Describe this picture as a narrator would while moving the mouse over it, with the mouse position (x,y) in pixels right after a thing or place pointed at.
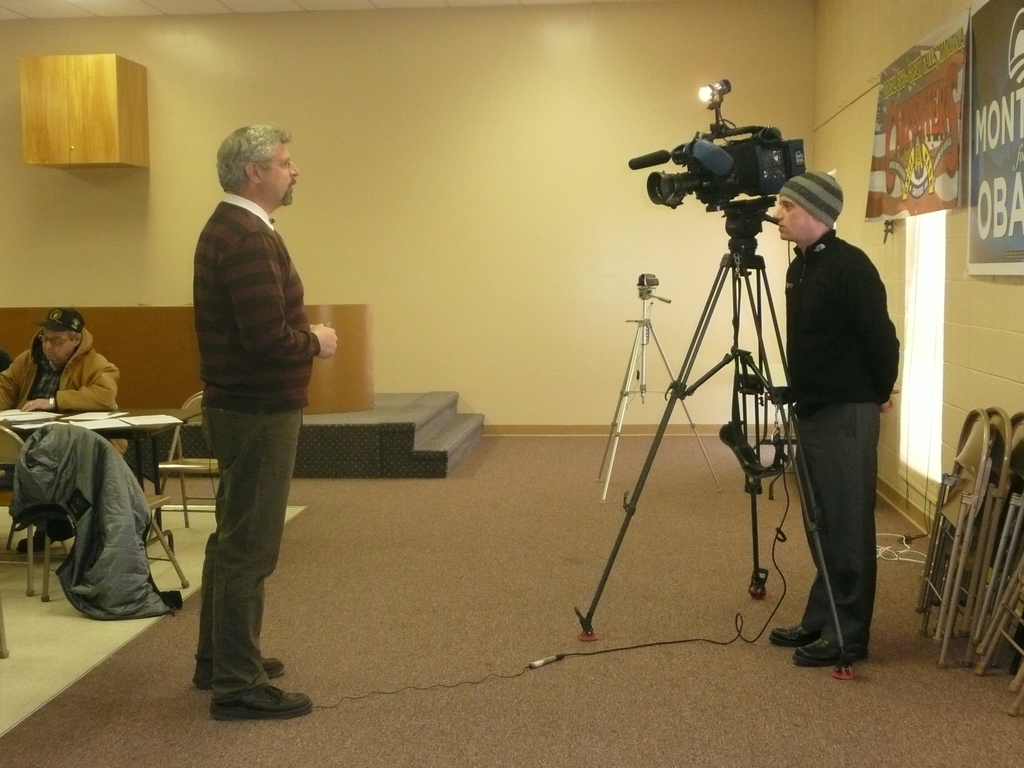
In this image, we can see people (831,306) and one of them is wearing a coat (792,272) and a cap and in the background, we can see camera stands (739,214) and a lights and there are chairs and we can see banners (946,110) and a box (120,103) on the wall (371,199). There are stairs (422,422) and there is a person (89,373) wearing a coat (84,378), a cap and glasses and we can see a coat (102,479) on the chair (1,474). At the bottom (409,654), there is a floor (571,683).
